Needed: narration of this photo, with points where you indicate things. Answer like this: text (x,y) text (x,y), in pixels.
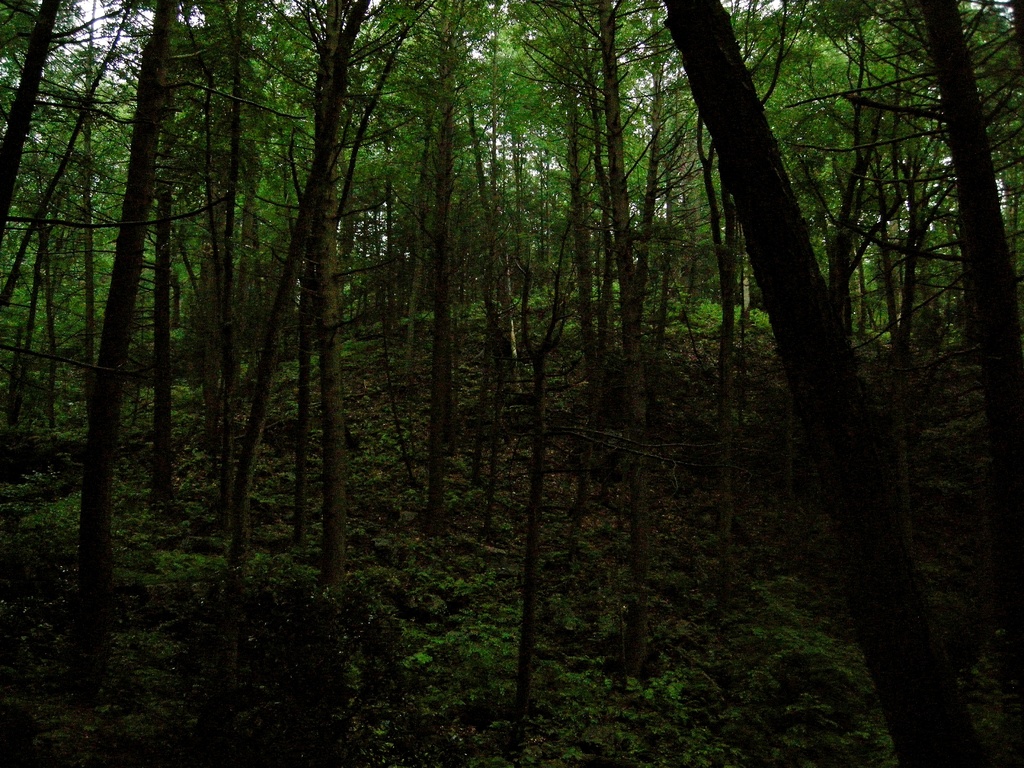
In the foreground of this image (643,456), there are trees (227,461). In the background (110,24), there is the sky (92,14).
